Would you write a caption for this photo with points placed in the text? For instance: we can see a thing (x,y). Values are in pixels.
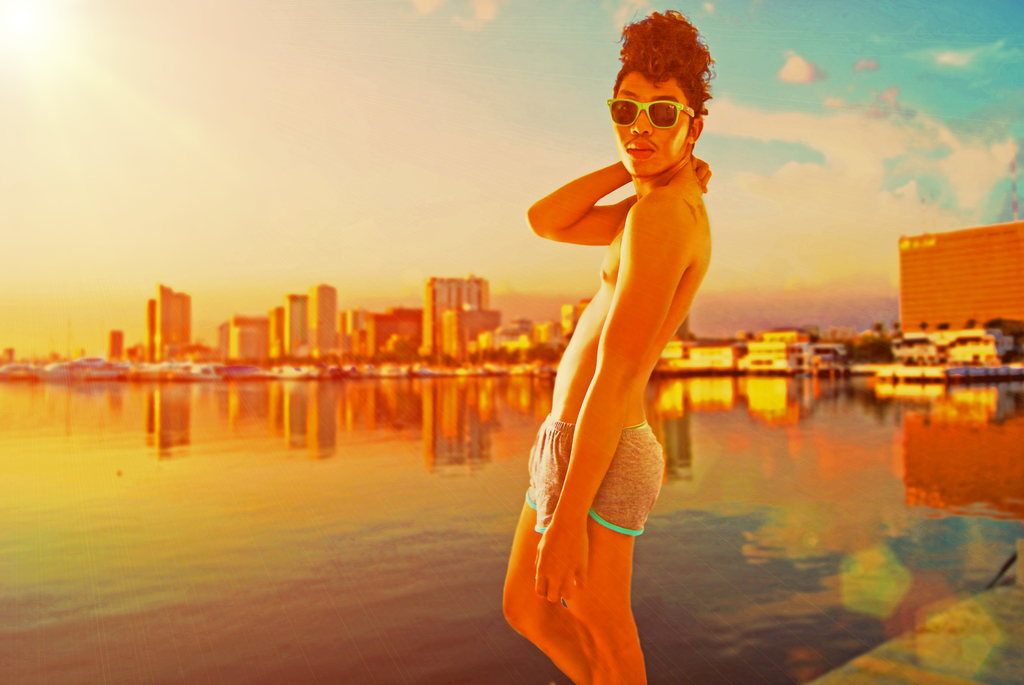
In the image we can see a person (641,273) standing, wearing shorts (611,479) and spectacles (630,101). There are many buildings (915,338), there is a water (362,481) and a cloudy sky (789,140). We can even see the sun (16,14).
